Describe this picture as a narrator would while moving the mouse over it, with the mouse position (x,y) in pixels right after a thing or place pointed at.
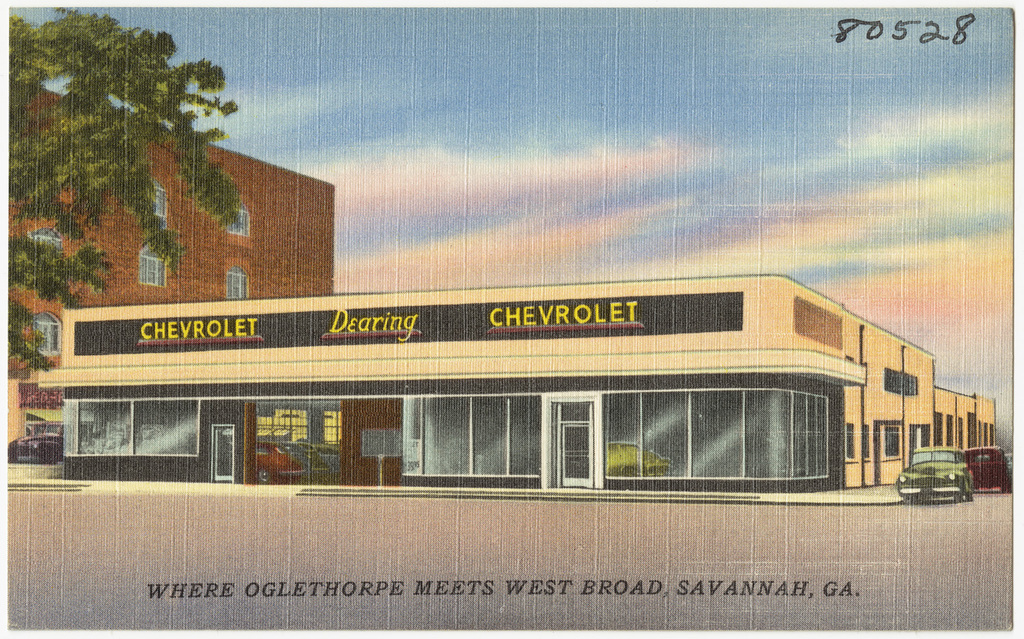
In this image I can see depiction picture where I can see buildings (287,333), a tree (173,241), number of vehicles (23,450), clouds (660,195) and the sky (570,93). I can also see something is written on the top right side (976,16) and on the bottom side of the image (804,584). In the center (360,322) I can see something is written on the building (509,330).
